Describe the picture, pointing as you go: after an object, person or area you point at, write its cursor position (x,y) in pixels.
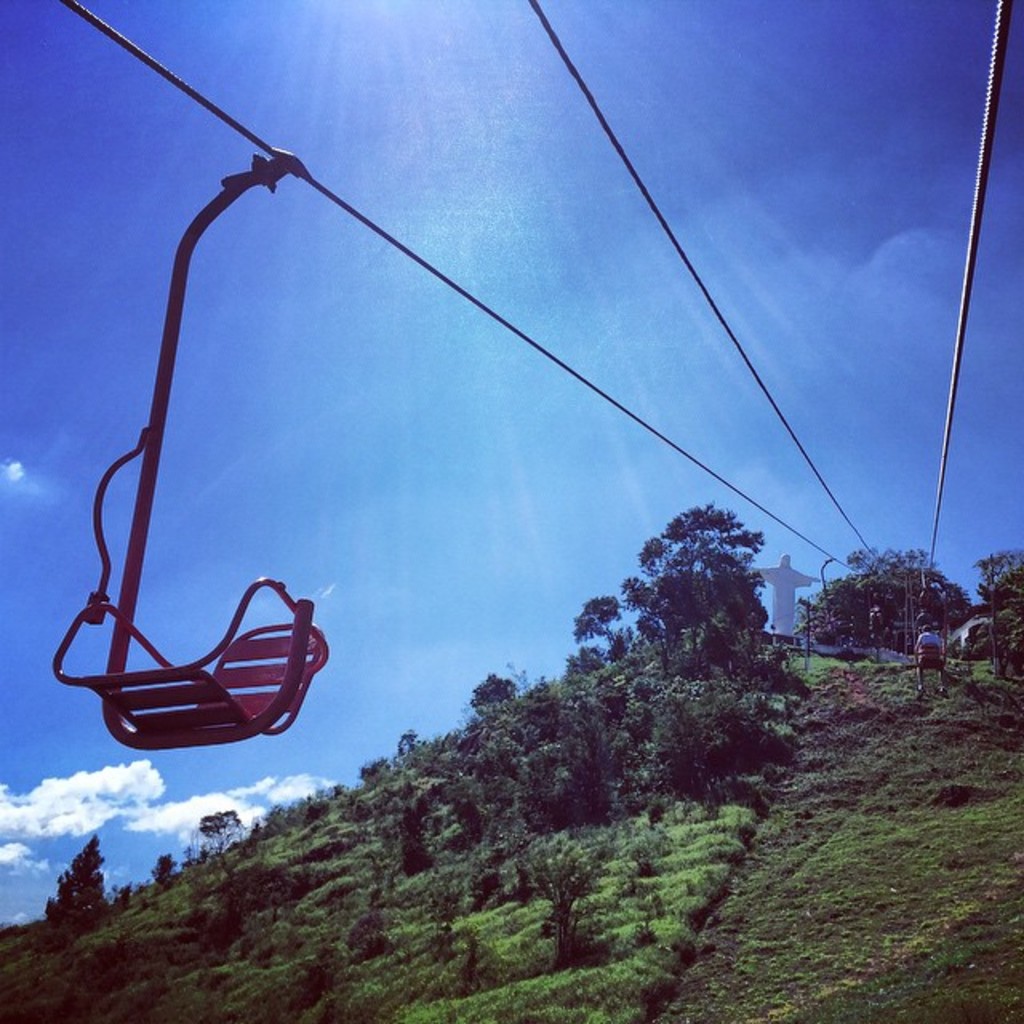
In this image we can see hill (723,785), trees (563,864), grass (619,907), ropeway (922,615), persons (926,641), statue (790,576) and sky (220,763) with clouds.
